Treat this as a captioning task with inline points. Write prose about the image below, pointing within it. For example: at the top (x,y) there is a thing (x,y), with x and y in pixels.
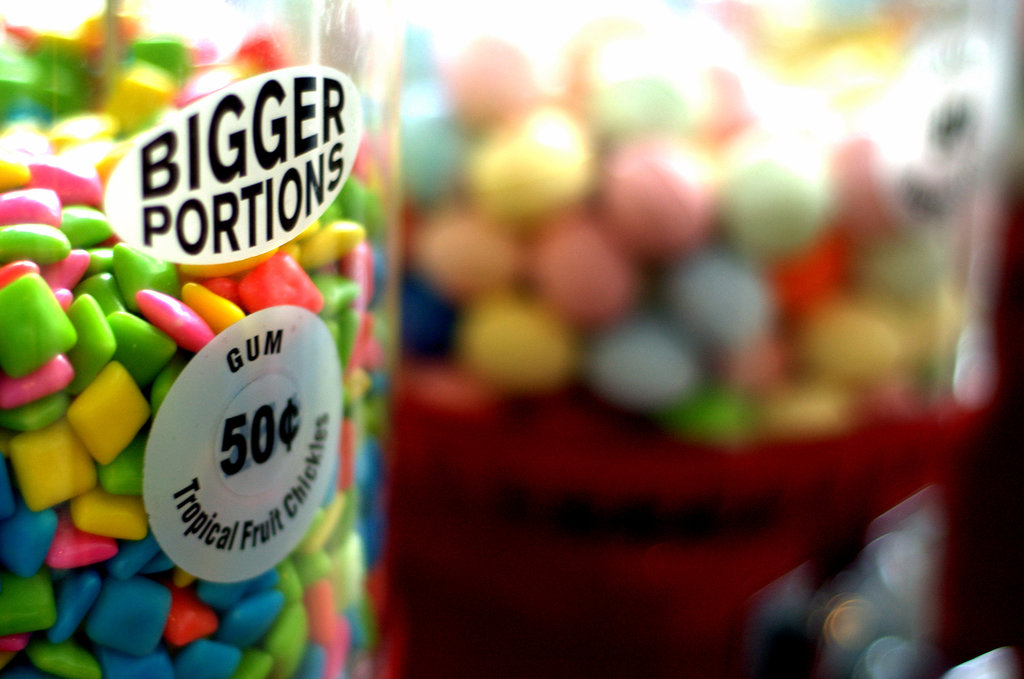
In the picture we can see a chewing gum (39,503), candy (23,240) in the jar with different colors besides also we can see some jar (582,204) with some candies (450,334) in it on a red base (587,626).
